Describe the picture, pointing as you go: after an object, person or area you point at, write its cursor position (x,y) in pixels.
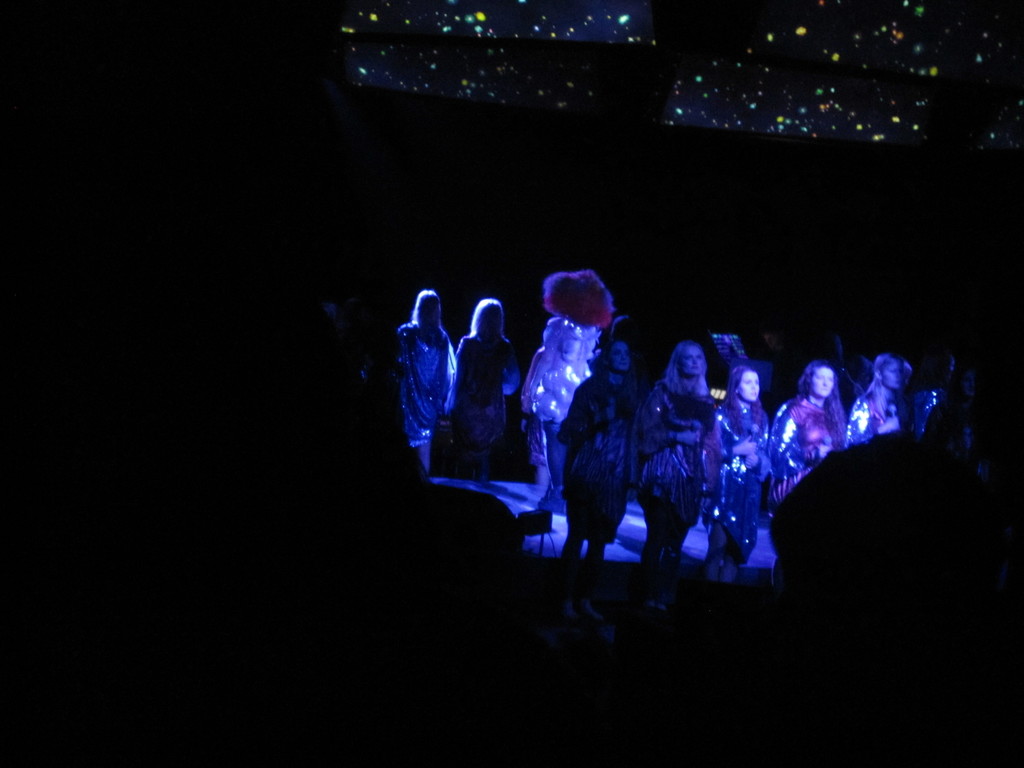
In this picture we can see a group of people (466,353) standing and some objects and in the background (102,337) it is dark.
